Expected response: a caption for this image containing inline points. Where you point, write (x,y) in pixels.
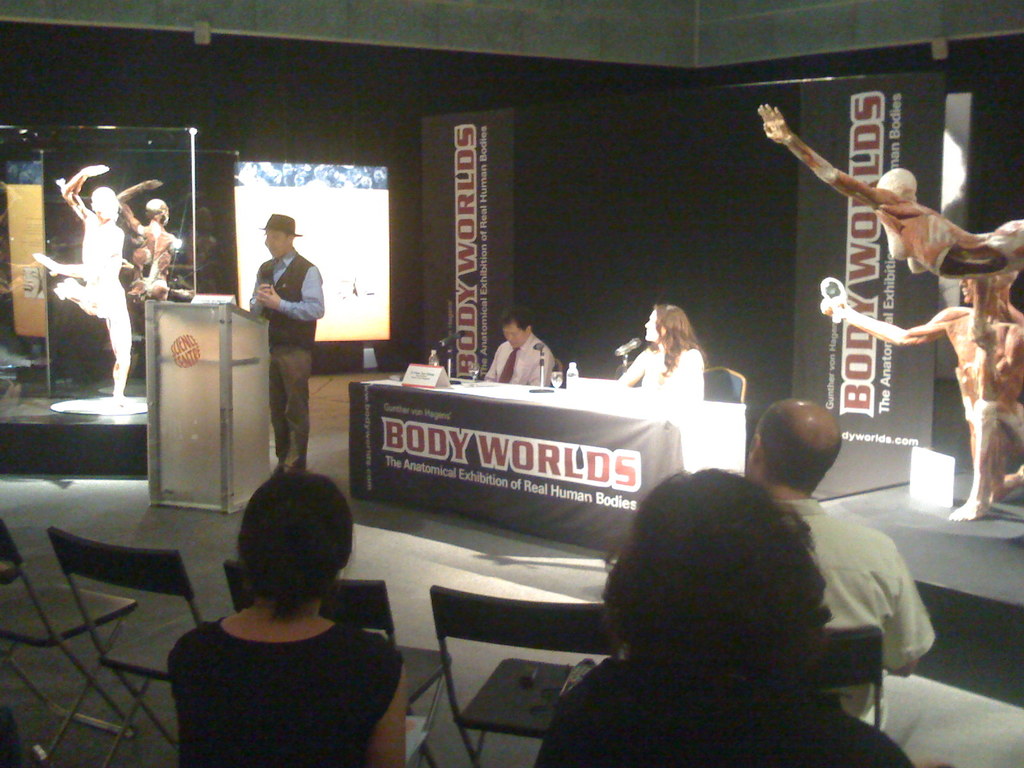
In this image we can see a few people (529,376) sitting on the chairs (91,557) and there is a person (290,304) standing beside the podium (227,304), we can see a table (556,426) covered with a cloth (481,451) and some objects (543,381) on it, there are four sculptures (107,205) and a screen (336,265), also we can see some other objects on the podium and stage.
